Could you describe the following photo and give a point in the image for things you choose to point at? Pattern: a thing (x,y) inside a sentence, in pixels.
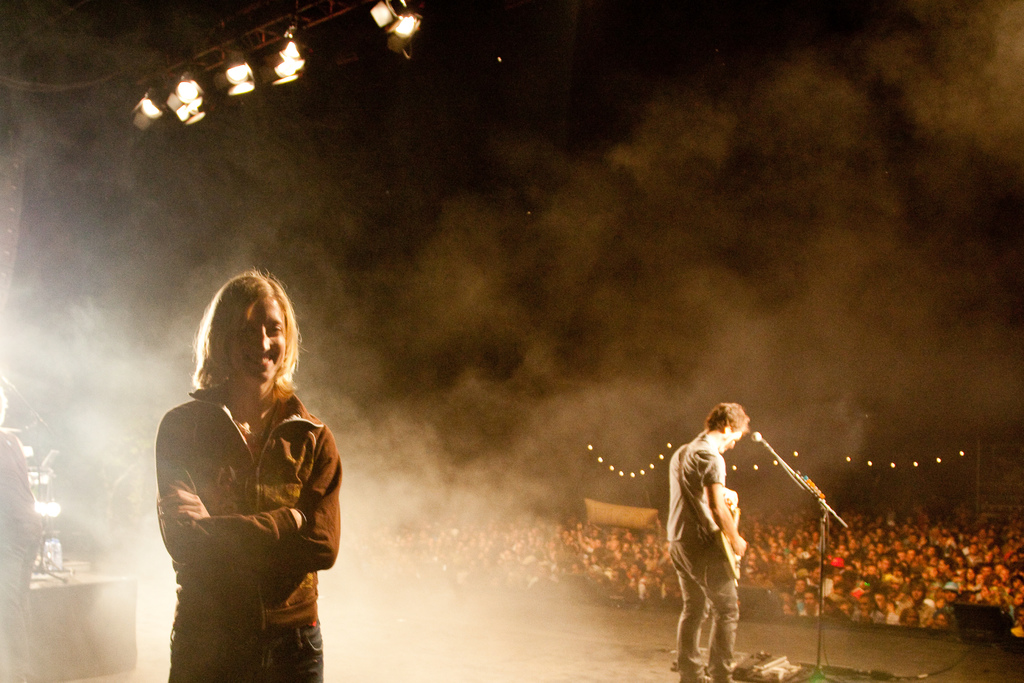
In this picture we can see a woman (279,682) standing and she is smiling. Here we can see a man (743,420) who is standing in front of mike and he is playing guitar (737,563). Here we can see some people (900,549) standing. And these are the lights (408,45).
